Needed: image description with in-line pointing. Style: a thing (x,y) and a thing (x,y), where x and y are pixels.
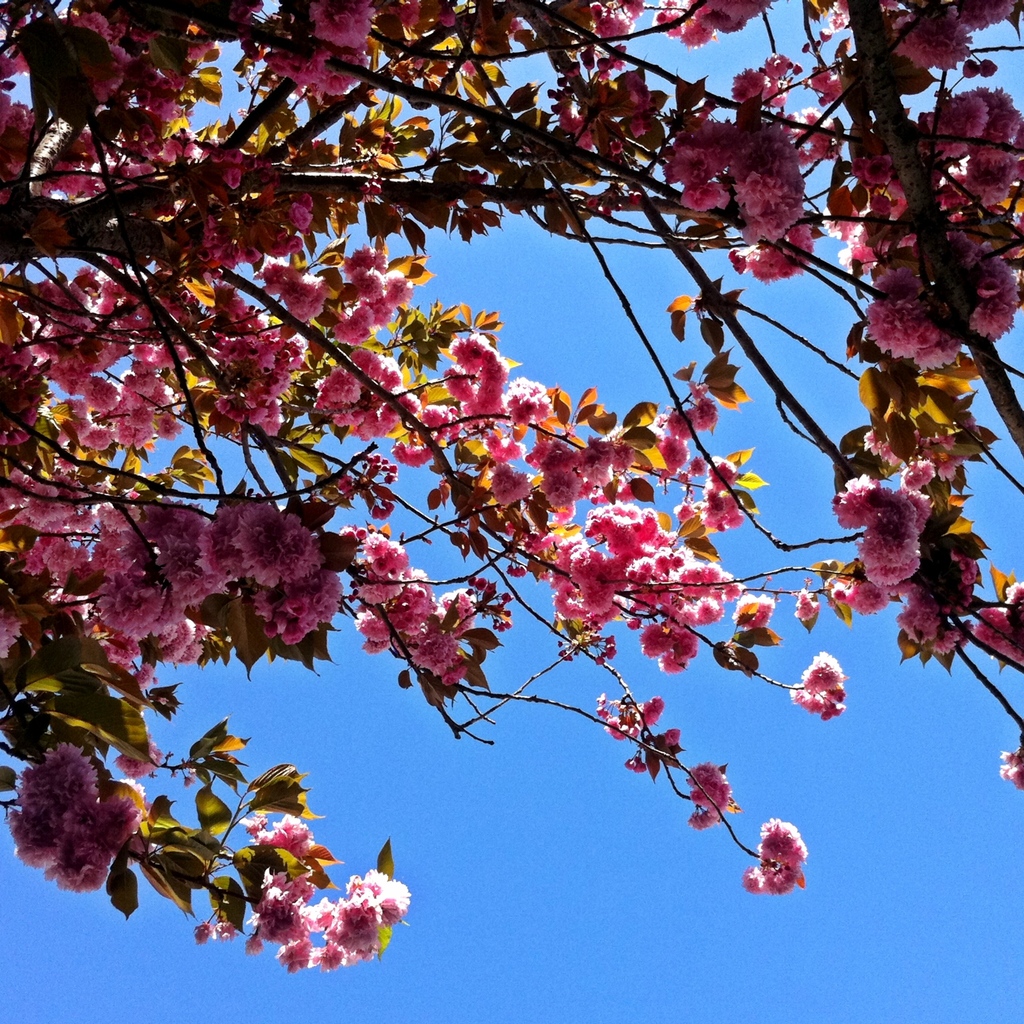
In this image we can see blossoms (714,604). In the background (936,834) there is sky (936,834).
